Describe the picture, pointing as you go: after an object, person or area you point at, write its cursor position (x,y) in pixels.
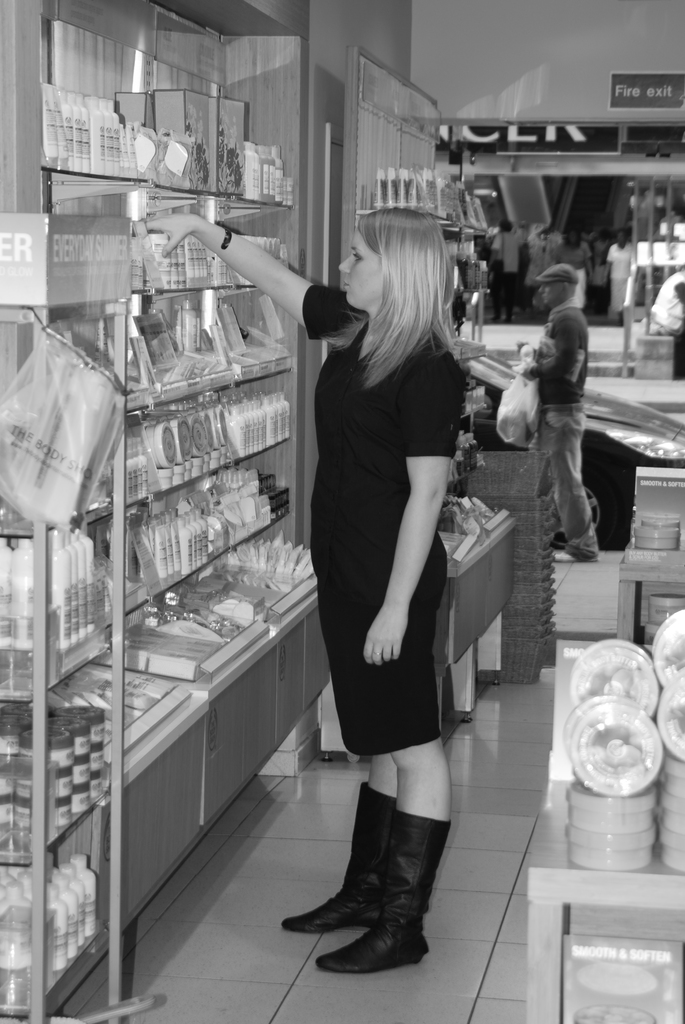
In this image, I can see glass racks (166,507) in which some objects (232,501) are placed and a group of people (429,703) on the floor (501,797). In the background (661,368), I can see a wall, board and some objects (449,211). This image taken, maybe in a shop (310,771).
